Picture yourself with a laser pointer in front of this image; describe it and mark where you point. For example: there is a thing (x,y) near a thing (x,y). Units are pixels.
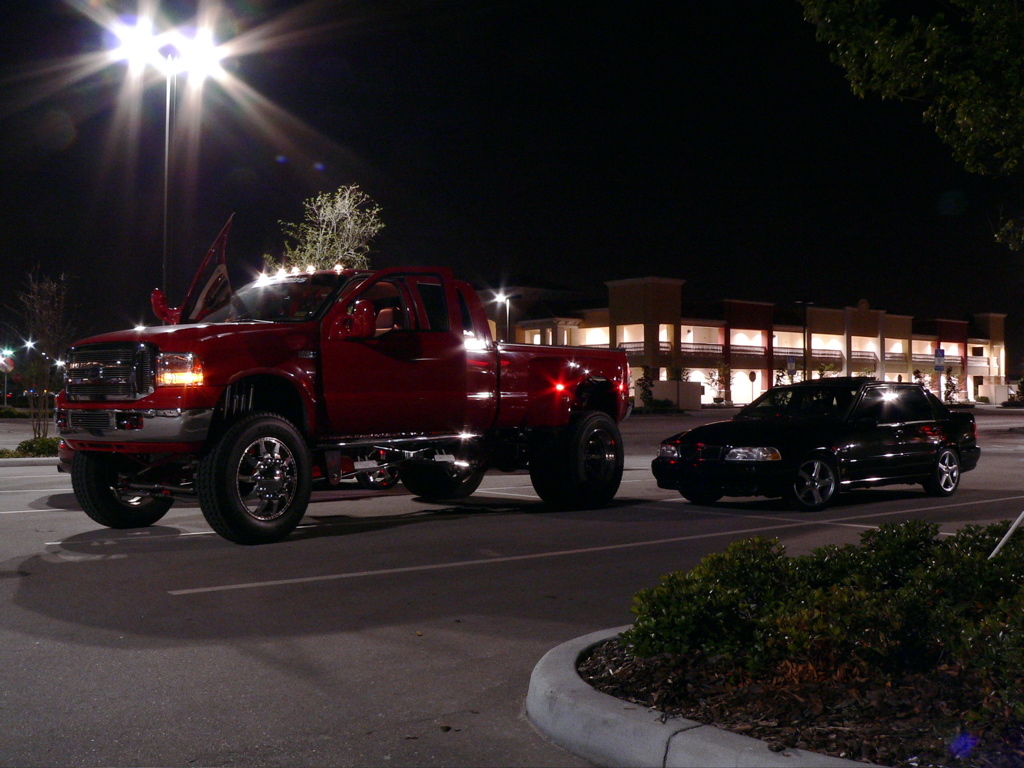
In this image we can see the two vehicles (523,378) parked in the parking lot (273,674). We can also see the plants (768,634). In the background (35,322) we can see the light poles (138,48), trees (340,232), lights (2,353) and also the building (789,327) with lighting (691,374) and this image is taken during the night time.
